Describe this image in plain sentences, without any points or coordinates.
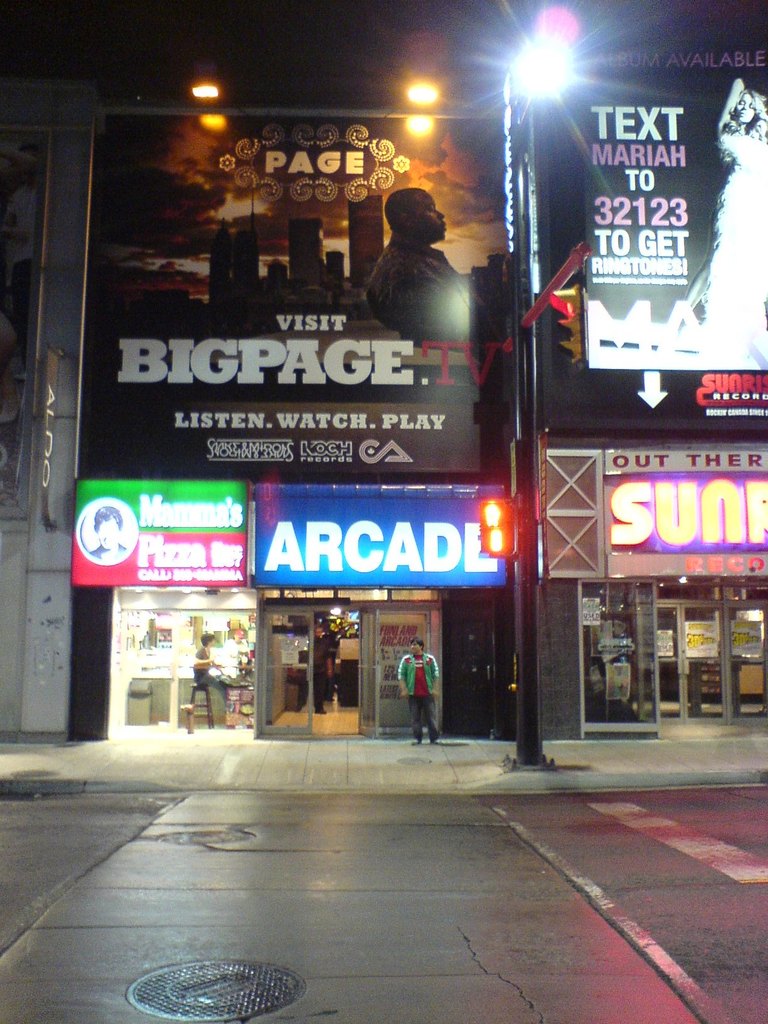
In this picture we can see people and in the background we can see buildings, name boards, lights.
